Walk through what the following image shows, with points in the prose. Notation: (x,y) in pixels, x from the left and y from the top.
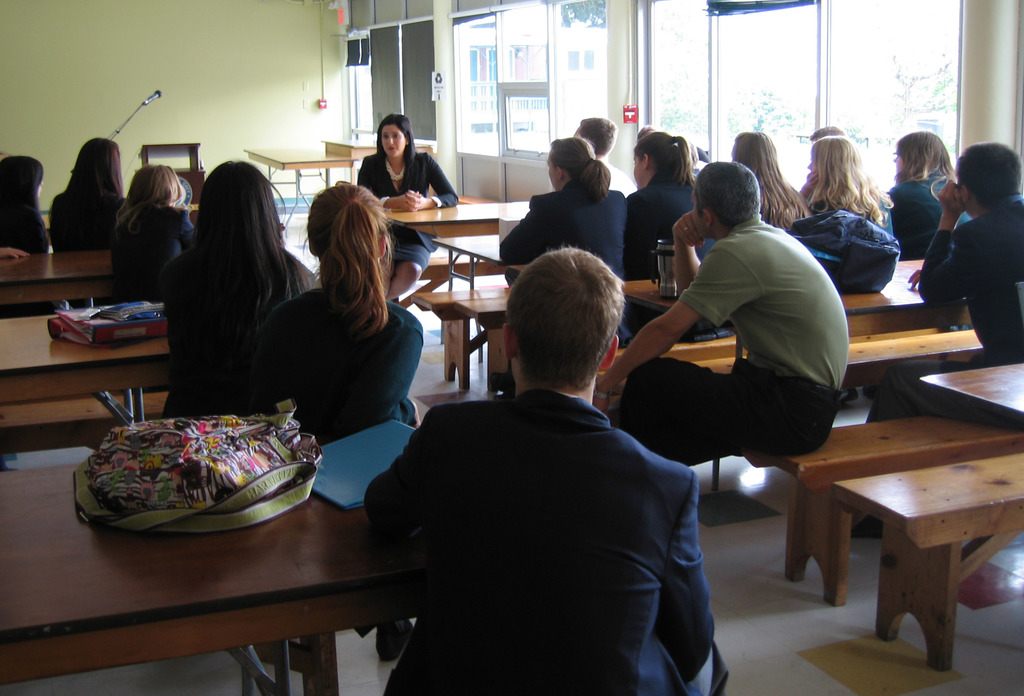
In this image i can see few persons (733,199) sitting on bench (983,472) there are two bags (227,449) on a bench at the back ground (234,154) i can see a wall (190,99) and a micro phone (156,98) at the right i can see window (583,39).
